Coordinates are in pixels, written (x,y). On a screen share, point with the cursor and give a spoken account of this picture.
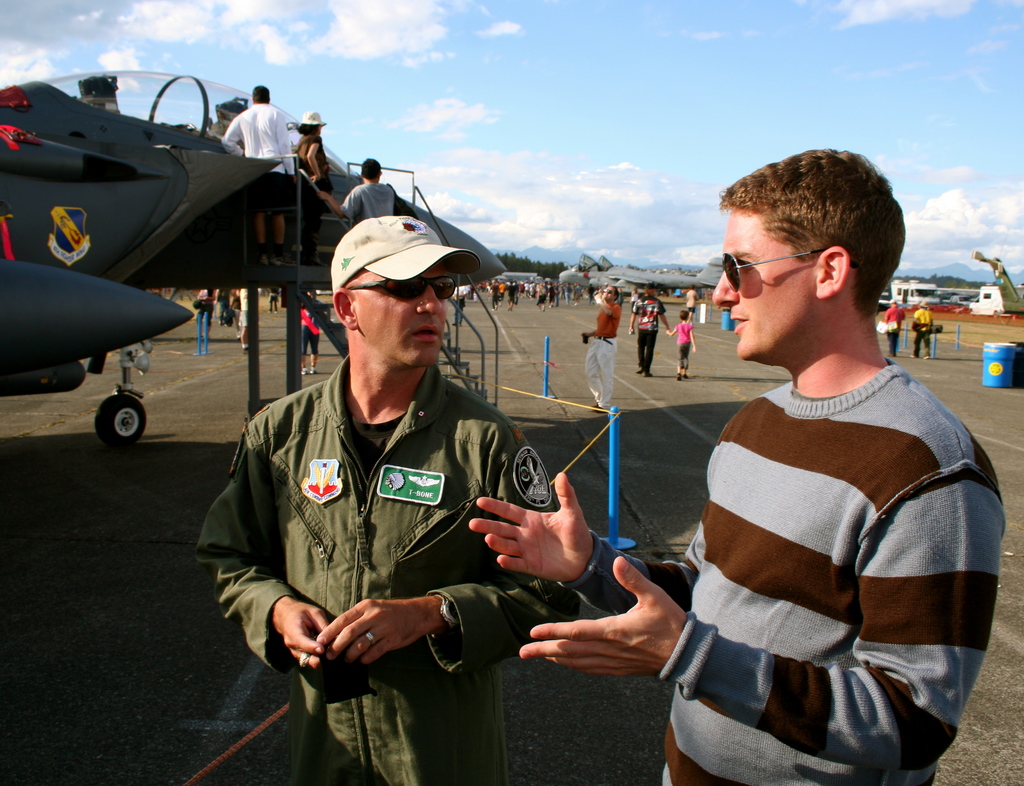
In the picture we can see two men (867,661) are standing on the path (72,467) and one man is in uniform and cap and one man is in T-shirt (855,665) and talking something and behind them we can see an air craft (31,110) and some people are getting into it with the help of railing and steps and in the background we can see many people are walking and some people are standing and far away from it we can see some aircrafts (576,272), trees (523,259), sky (587,229) with clouds (643,256).
